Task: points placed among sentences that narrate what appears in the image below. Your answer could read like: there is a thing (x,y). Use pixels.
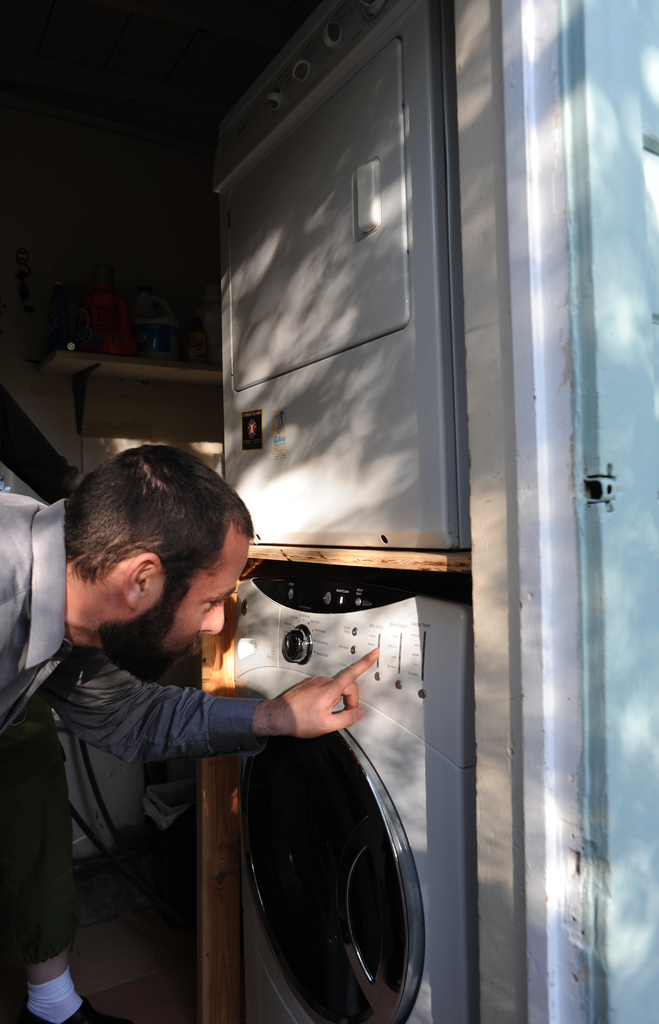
In this image I can see the person (32,699) with grey color dress (117,694). In-front of the person (273,707) I can see the washing machine (353,759) and the ash color object (400,270) on the top (348,310). In the background (57,315) I can see few objects (71,344) on the shelf (134,364).
